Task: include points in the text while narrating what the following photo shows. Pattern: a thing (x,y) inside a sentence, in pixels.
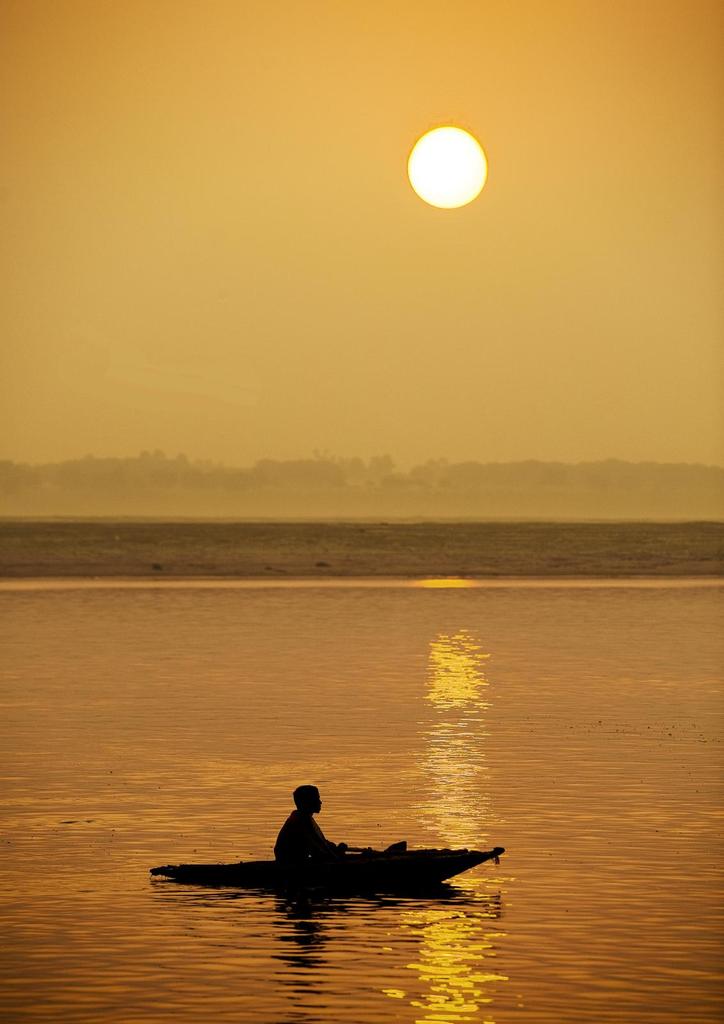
In this image we can see a boy (320,841) sitting on a boat (332,869) placed in the water (317,914). In the background (558,504), we can see trees (400,473) and the sun (439,190) in the sky (463,303).
